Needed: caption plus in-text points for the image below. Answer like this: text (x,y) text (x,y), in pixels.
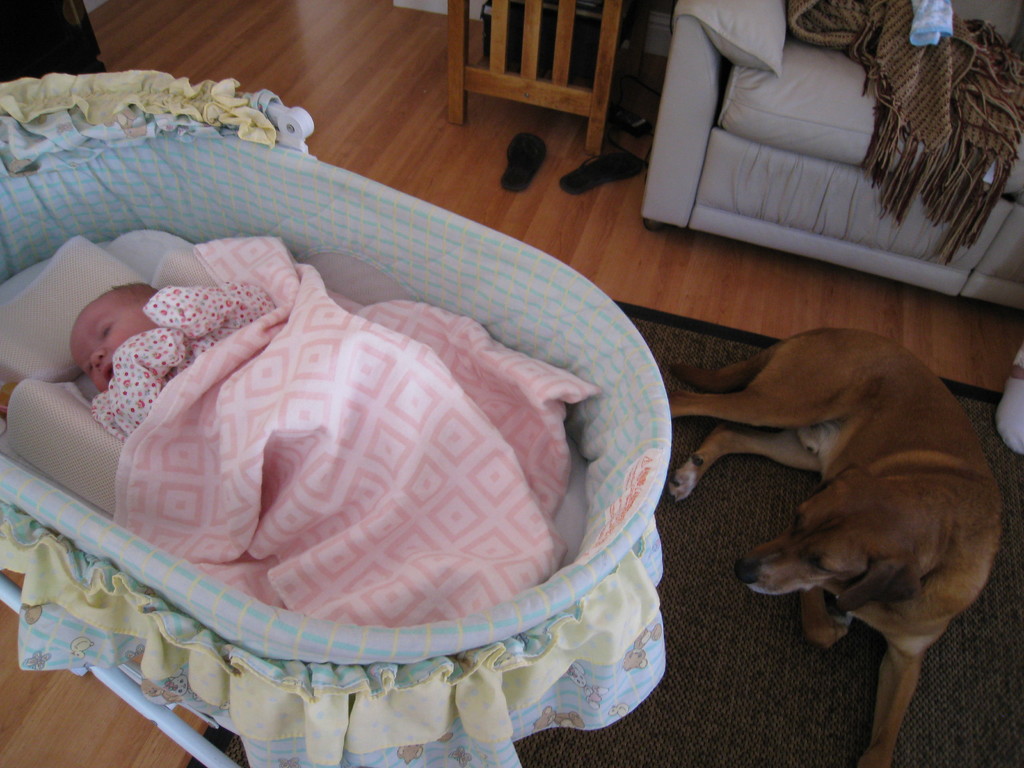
Here in this picture we can see a baby (166,308) sleeping in a baby cradle (164,730) which is present on the floor (164,744) over there and we can see the baby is covered with blanket (181,403) over there and beside that cradle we can see a dog (830,388) also present on the floor (787,284) over there and at the top (828,200) we can see a couch (714,112) with pillow (733,52) and blanket (938,66) present and we can also see a chair (599,135) and slippers (579,170) present on the floor (582,145) over there.
